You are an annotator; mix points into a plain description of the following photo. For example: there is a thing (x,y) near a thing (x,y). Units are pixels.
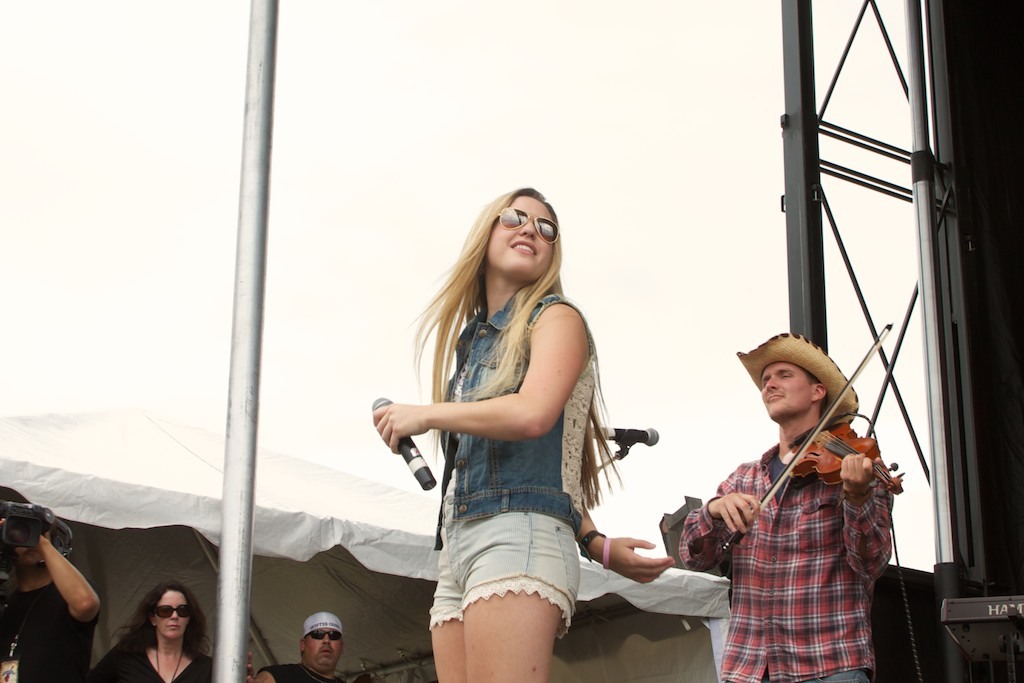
In this picture we can see few people (558,571), among them we can see a woman (476,611) is holding mike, another person (782,508) playing violin (878,464), side some people (308,638) are in the shed (354,639).
